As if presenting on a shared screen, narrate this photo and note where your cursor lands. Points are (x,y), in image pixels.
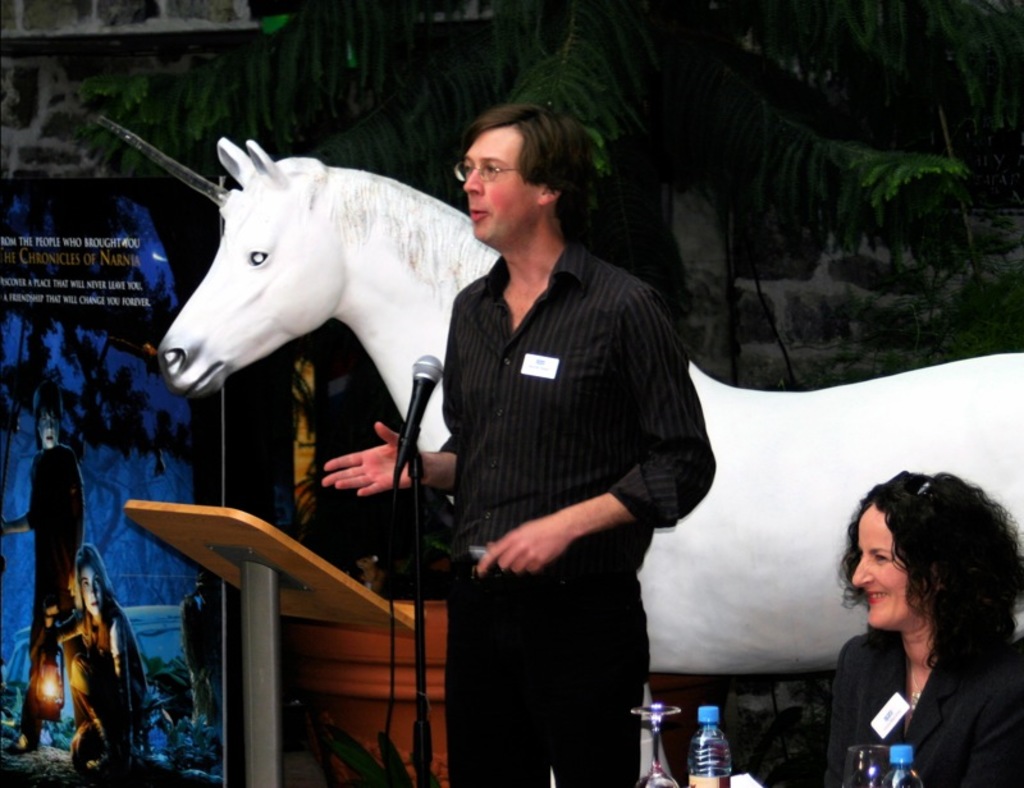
There is a person (625,415) standing in the center (625,506) in front a wooden desk (282,603) and he is speaking on a microphone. Here we can see a woman (1010,557) on the right side (918,568) and she is smiling. In the background (887,412) we can see a horse statue (839,415) and trees (450,22).
